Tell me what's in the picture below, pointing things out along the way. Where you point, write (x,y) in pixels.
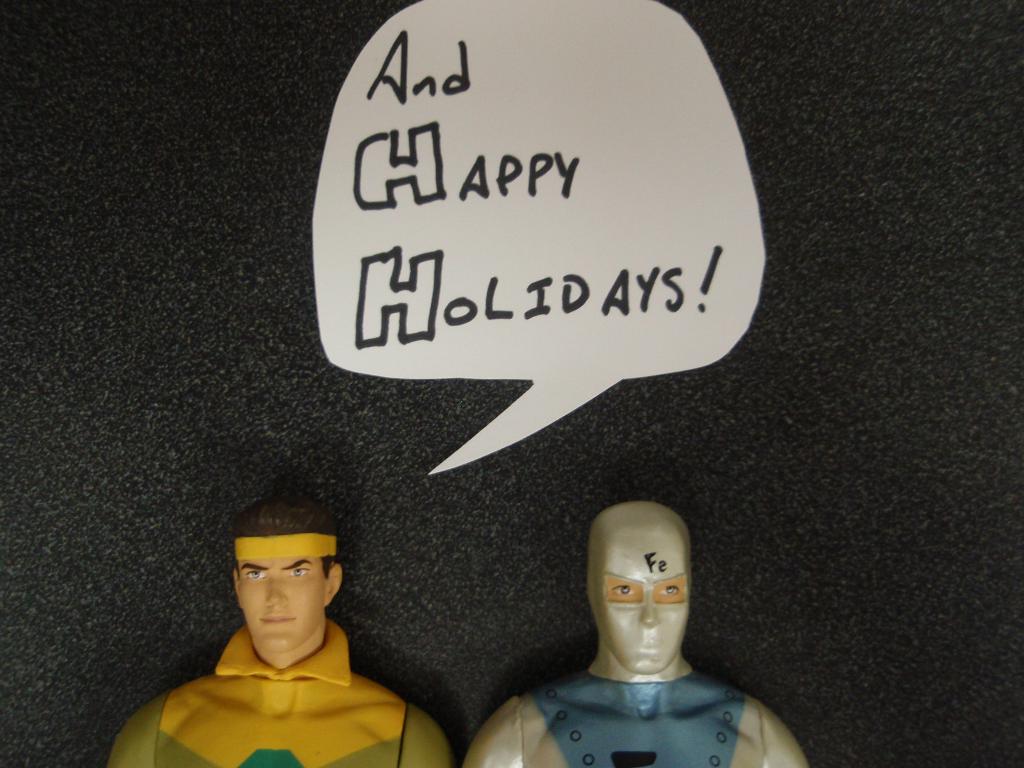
In this image I can see two toys (606,517) which are in the shape of the person. I can see the white and black colored background (260,424) and something is written.
